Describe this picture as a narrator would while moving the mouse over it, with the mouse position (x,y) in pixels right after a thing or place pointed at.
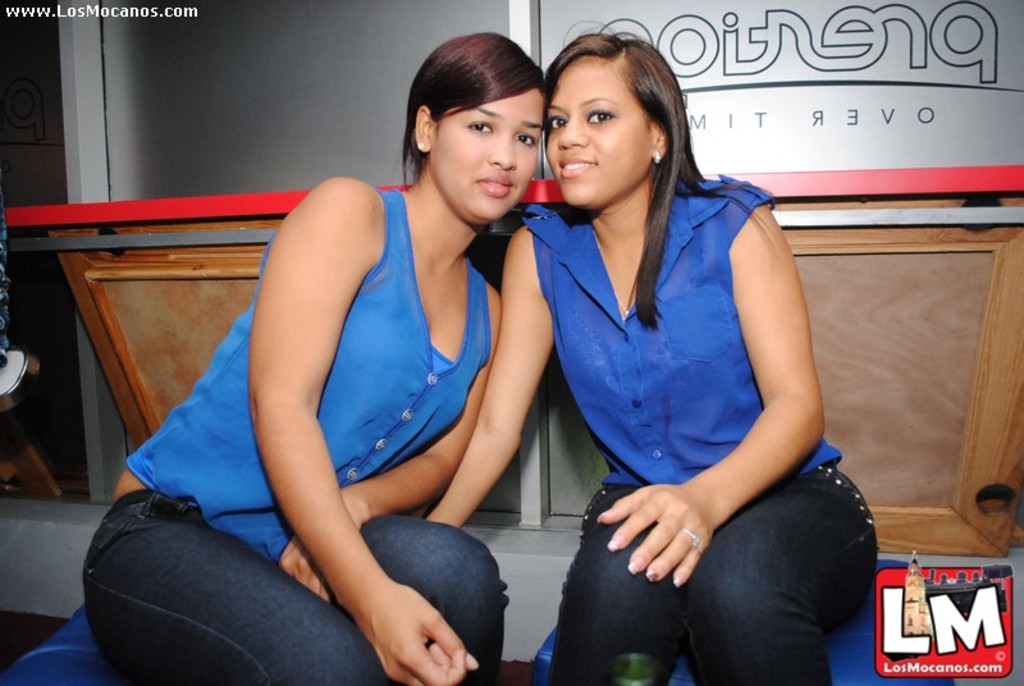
In the foreground of this image (450,489), there are two women (385,438) in blue shirts (649,400) are sitting on blue stools (835,657). In the background (100,133), there is a glass wall (259,79), some wooden planks (808,305) like an object (192,320) and a red straight plane object (191,204).
